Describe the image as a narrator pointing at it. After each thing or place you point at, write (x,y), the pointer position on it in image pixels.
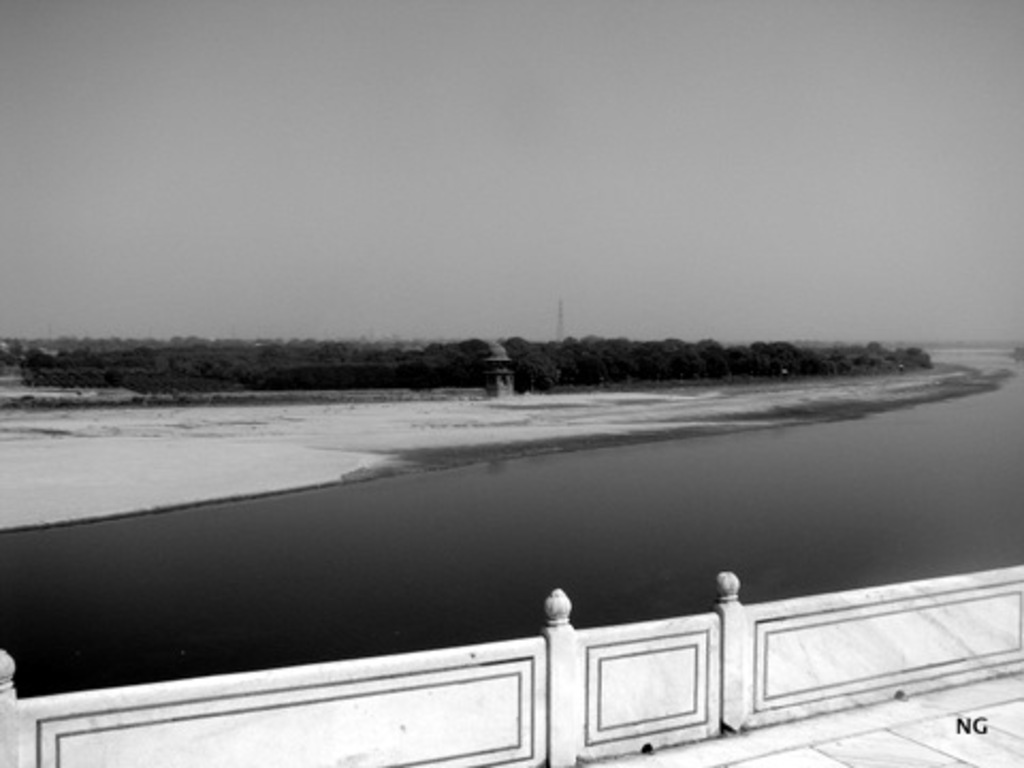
This is a black and white picture. At the bottom of the picture (897,625), we see a wall (693,710) and behind that, we see water (446,518). There are many trees (543,375) in the background (395,364) and at the top of the picture (478,151), we see the sky (581,151).
